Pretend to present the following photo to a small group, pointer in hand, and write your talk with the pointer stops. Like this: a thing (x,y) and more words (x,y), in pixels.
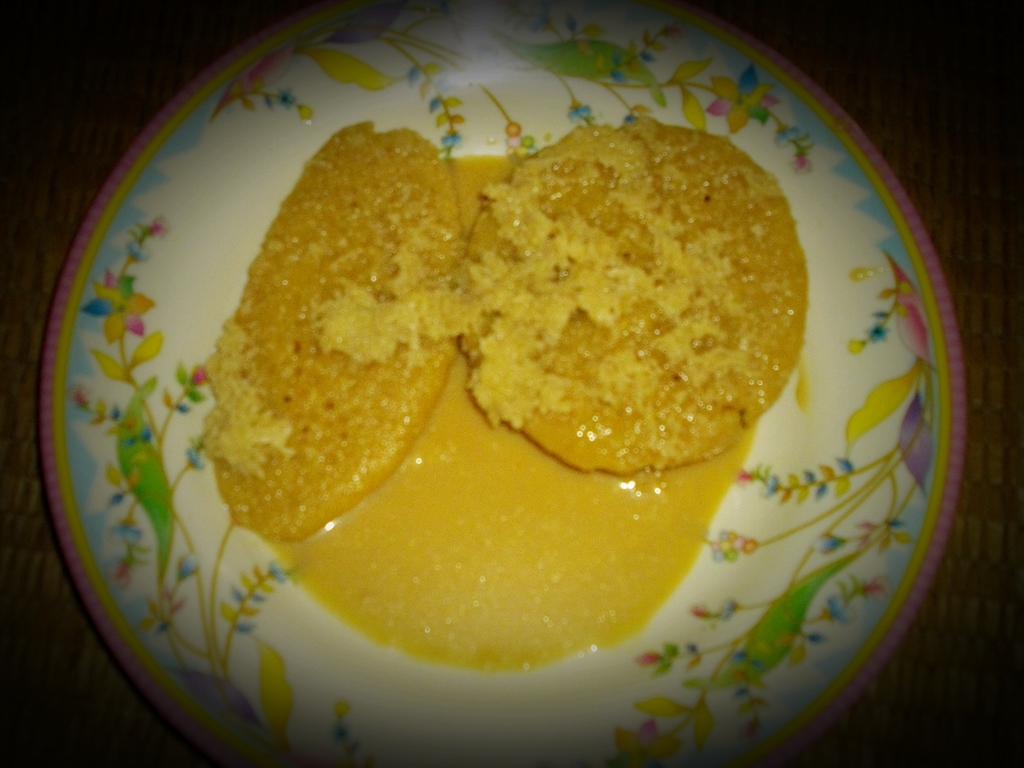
In this image I can see the plate (258,190) with food (385,416). I can see the plate (150,432) is colorful and the food (532,483) is in yellow color. It is on the brown color surface (980,197).
